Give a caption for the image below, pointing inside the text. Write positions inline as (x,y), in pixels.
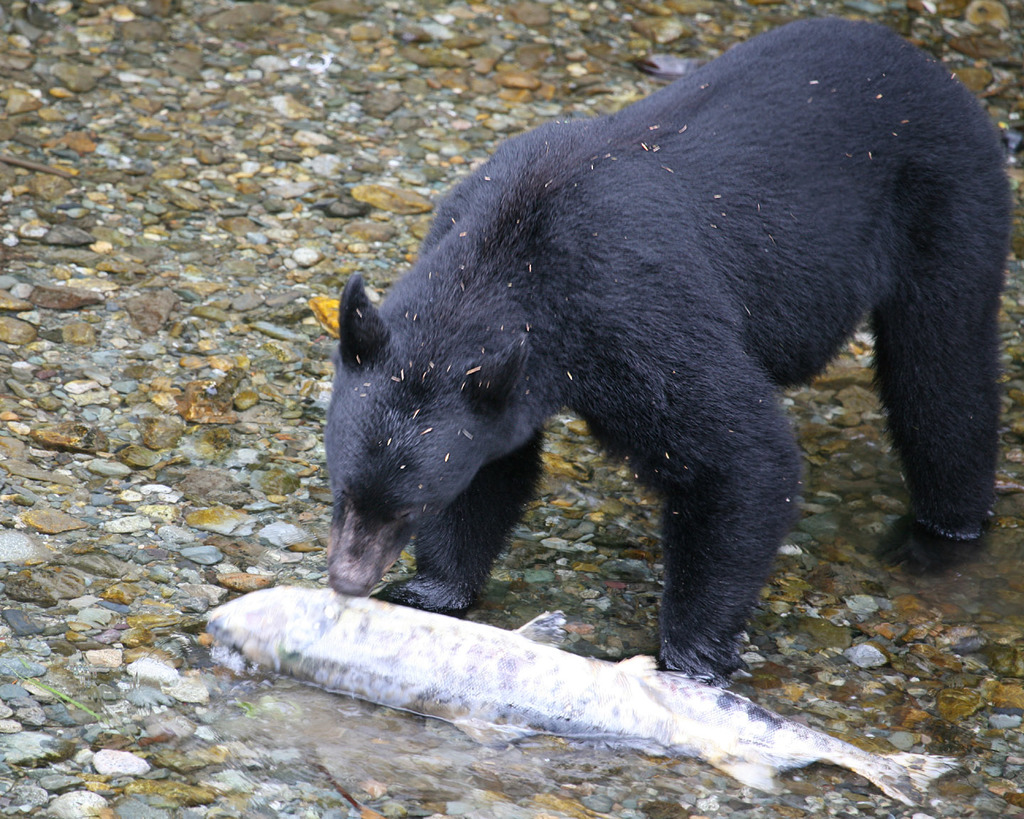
In this image, we can see a bear (483,456) and fish (451,720) in the water (456,741). In the background (273,2), we can see stones (247,322).
